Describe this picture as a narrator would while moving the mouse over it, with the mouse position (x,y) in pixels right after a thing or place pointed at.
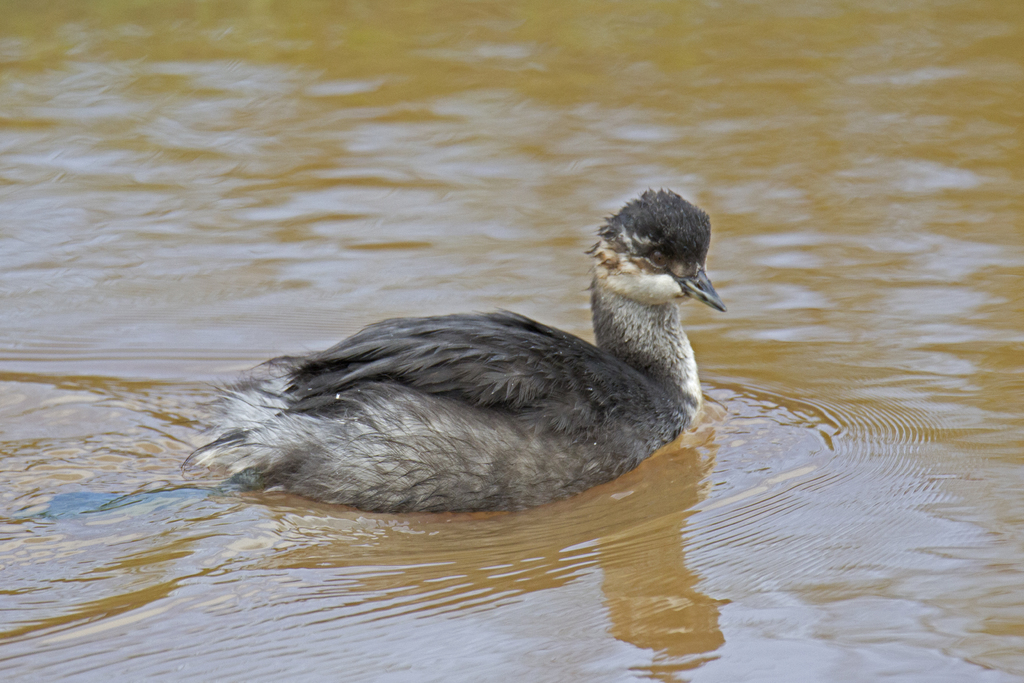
In this image in the center (638,370) there is a bird (569,354), and at the bottom (534,605) there is a river (302,543).
